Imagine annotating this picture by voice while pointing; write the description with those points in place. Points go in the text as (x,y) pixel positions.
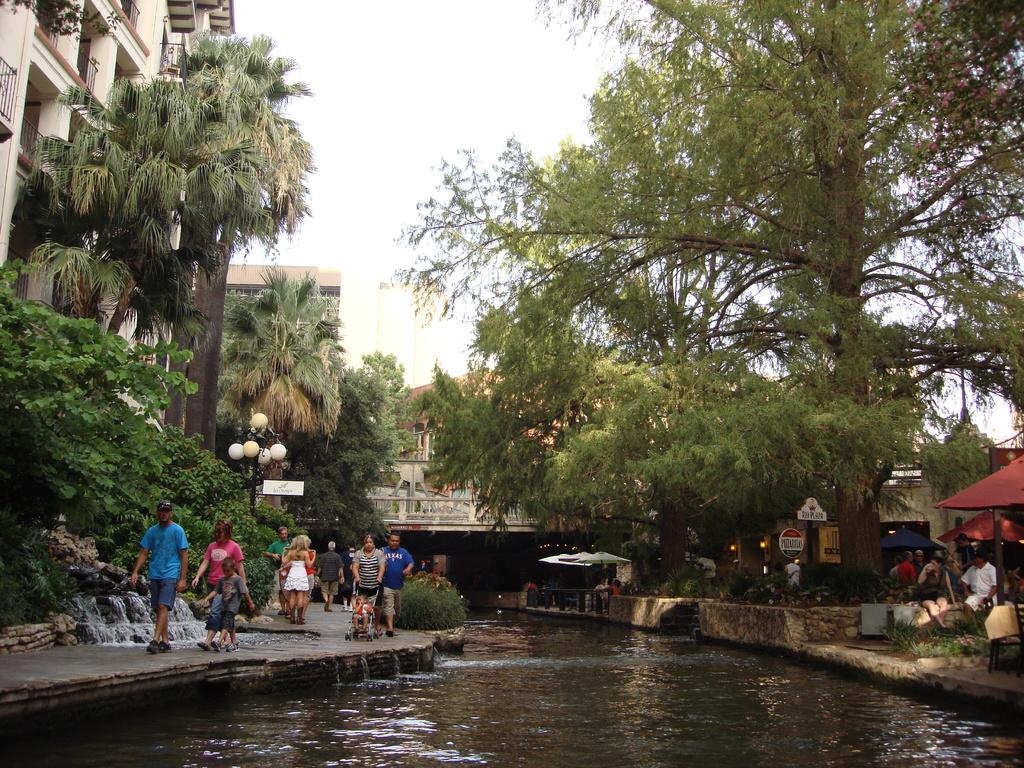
In this image in the center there is water (638,718). On the right side (717,510) there are trees (767,487), tents (981,524) and there are persons (938,570). On the left side (162,590) there are persons (280,584) walking, there are trees (144,475), buildings (327,292) and there is a pole (260,465). In the background (411,508) there is a bridge (416,495).
